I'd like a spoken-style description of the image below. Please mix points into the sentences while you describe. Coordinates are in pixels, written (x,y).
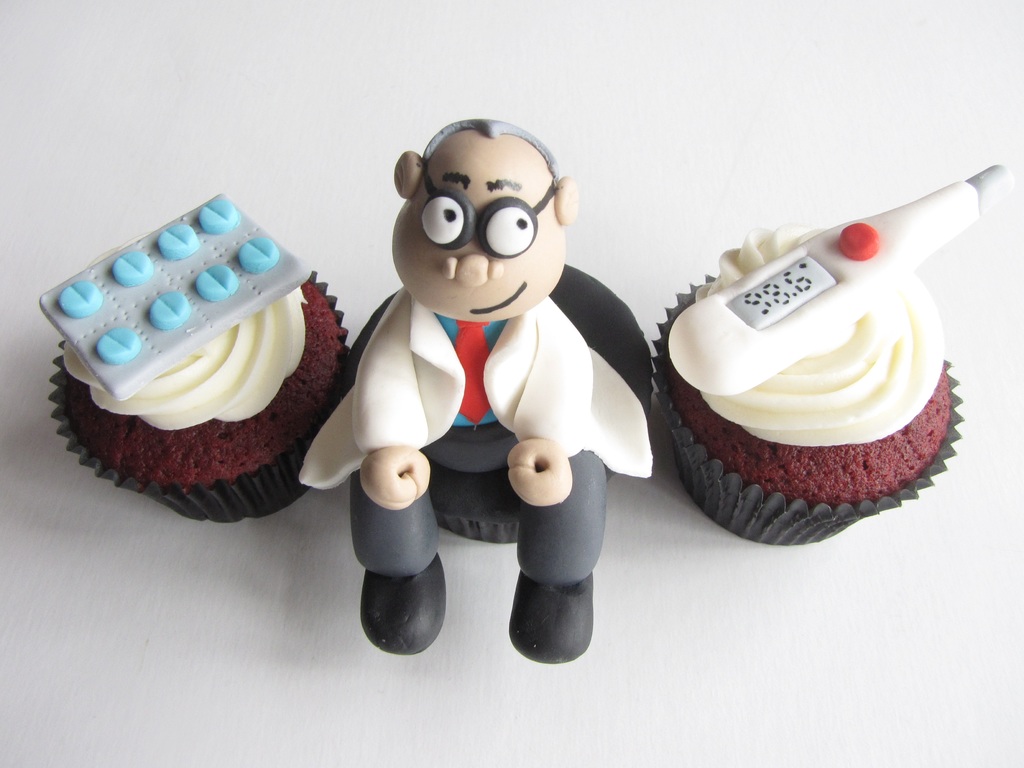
In this image we can see some cupcakes (494,509) placed on the surface (360,579). We can also see some cakes (592,487) in the shape of tablet (78,277), a person (437,609) and a thermometer (886,222) placed on it.
